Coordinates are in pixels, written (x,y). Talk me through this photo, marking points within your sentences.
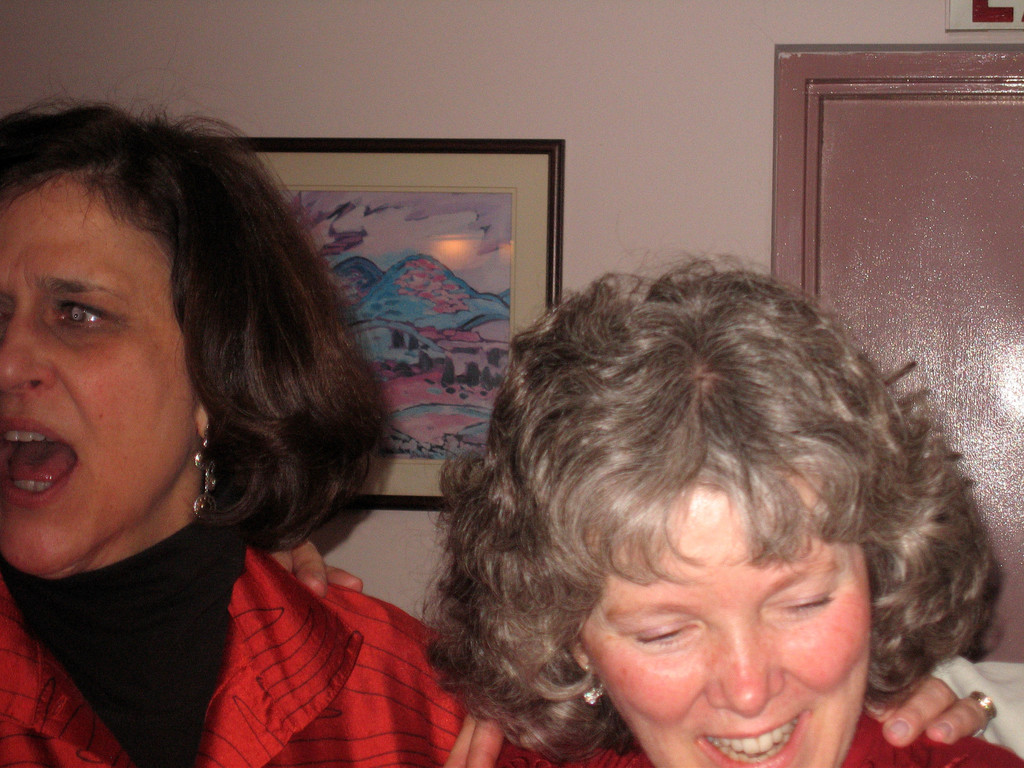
In this image we can see two women (289,312). In the background (380,25) there is a wall (496,98), frame (510,237), door (1010,395), and a board (1008,12) which is truncated.
